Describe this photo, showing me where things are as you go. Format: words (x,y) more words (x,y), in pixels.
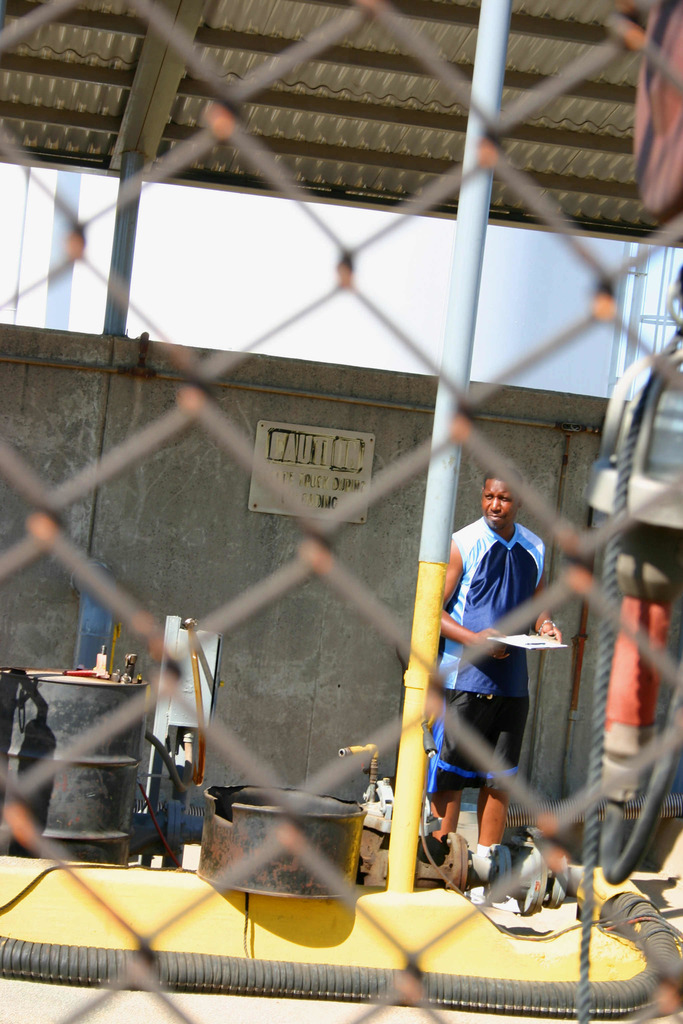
In this image in the foreground (497,627) there is a net (406,677), and in the background (483,560) there is one man (486,680) who is standing and he is holding a paper (503,639) and on the left side (89,732) there are drums tap (303,833) and some pipes (653,965). In the background (52,416) there is a wall (61,416), and on the top (563,99) there is ceiling (256,129) and some poles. And on the right side (599,718) there is a rope (610,561) and some pipes (610,834).
